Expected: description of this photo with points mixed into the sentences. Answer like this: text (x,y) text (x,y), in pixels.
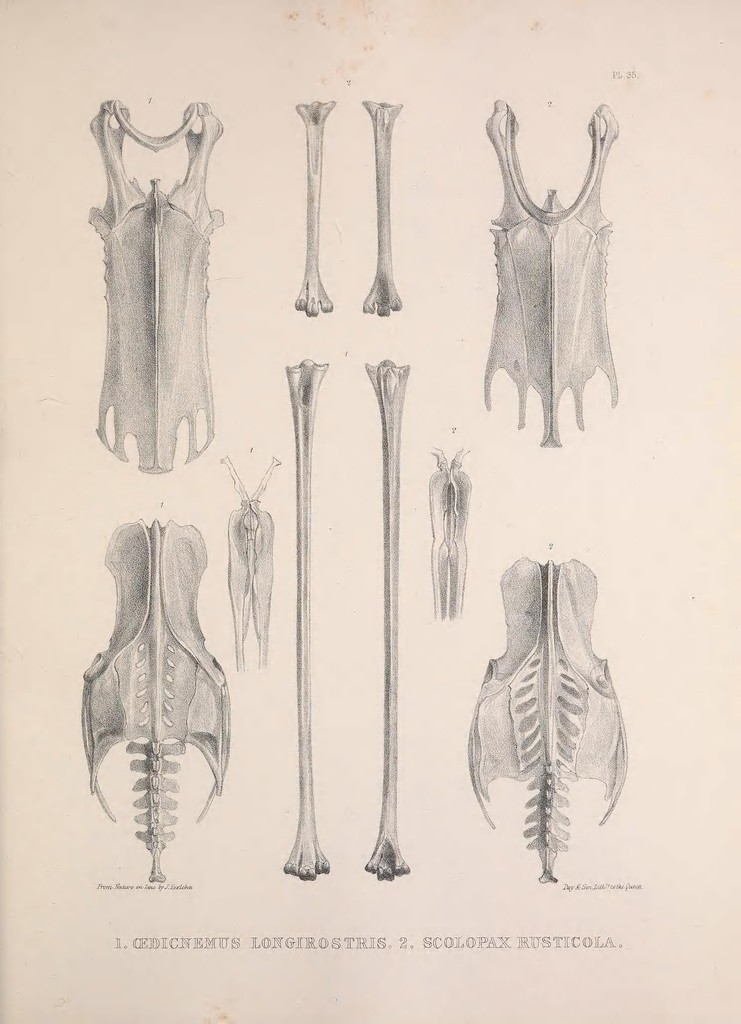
In this picture we can see bones (206,698), skeletons (151,261) and some text (590,944).
